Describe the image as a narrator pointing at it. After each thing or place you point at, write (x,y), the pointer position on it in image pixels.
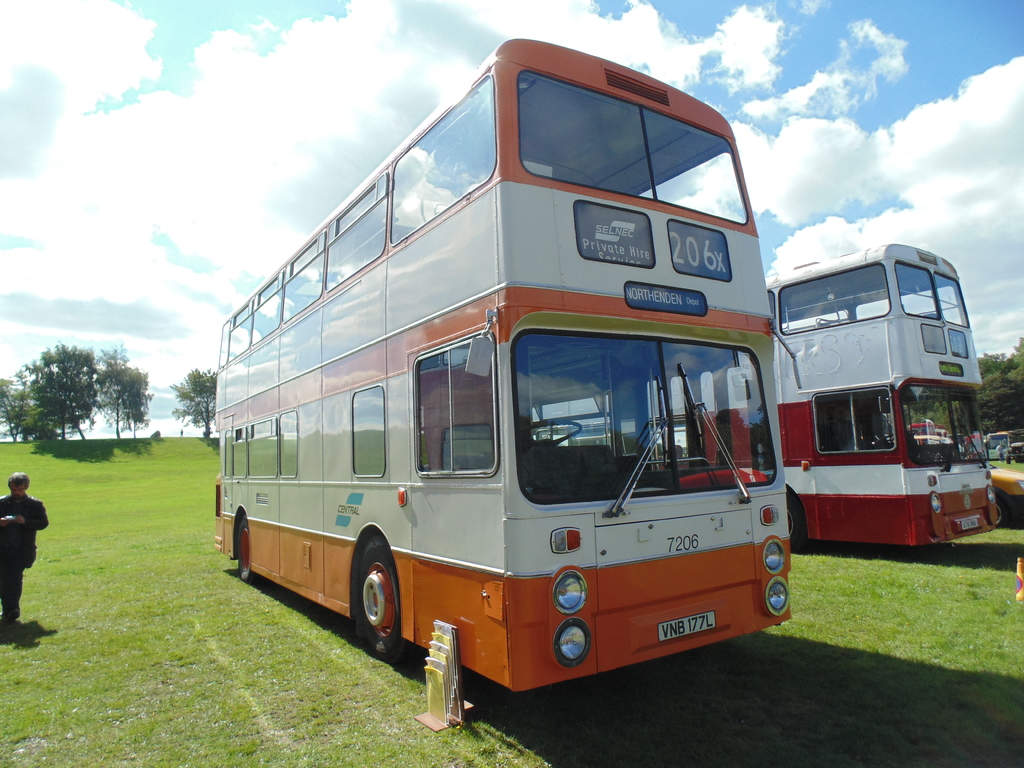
In this picture there is a cream and orange and a white and red color two double Decker buses (703,529) parked in the grassland (577,702). Behind there are some trees (209,380) and on the left corner (11,583) there is a man (35,533) wearing black color suit (20,570) is standing.
